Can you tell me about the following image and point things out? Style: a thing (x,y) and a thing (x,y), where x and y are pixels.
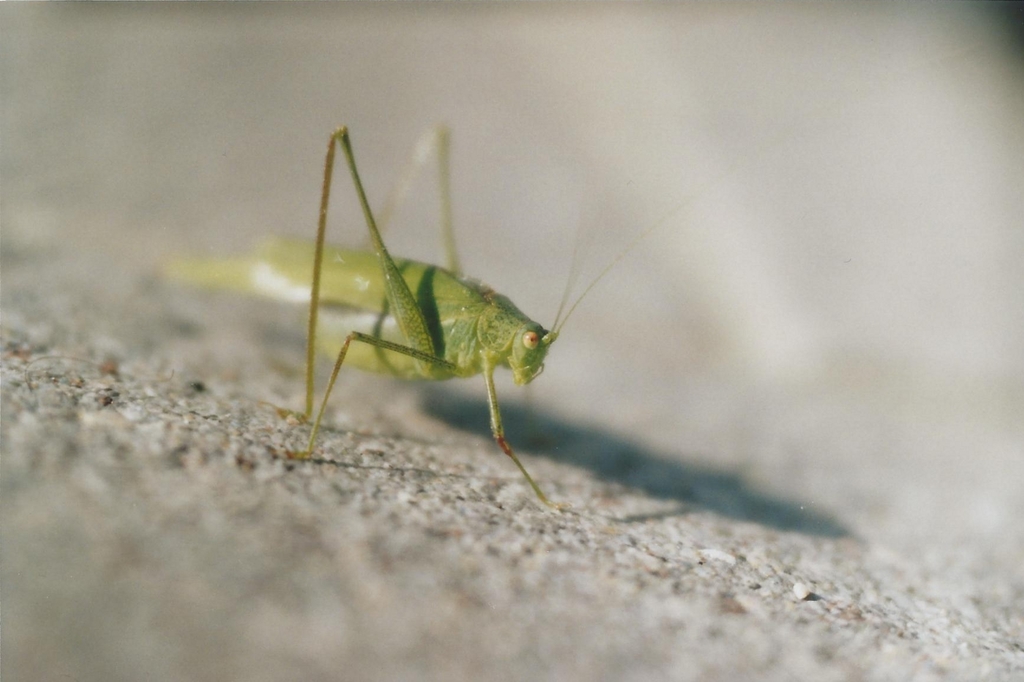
In this image I can see an insect (389,361) may be on the ground (665,527). This image is taken may be during a day.
